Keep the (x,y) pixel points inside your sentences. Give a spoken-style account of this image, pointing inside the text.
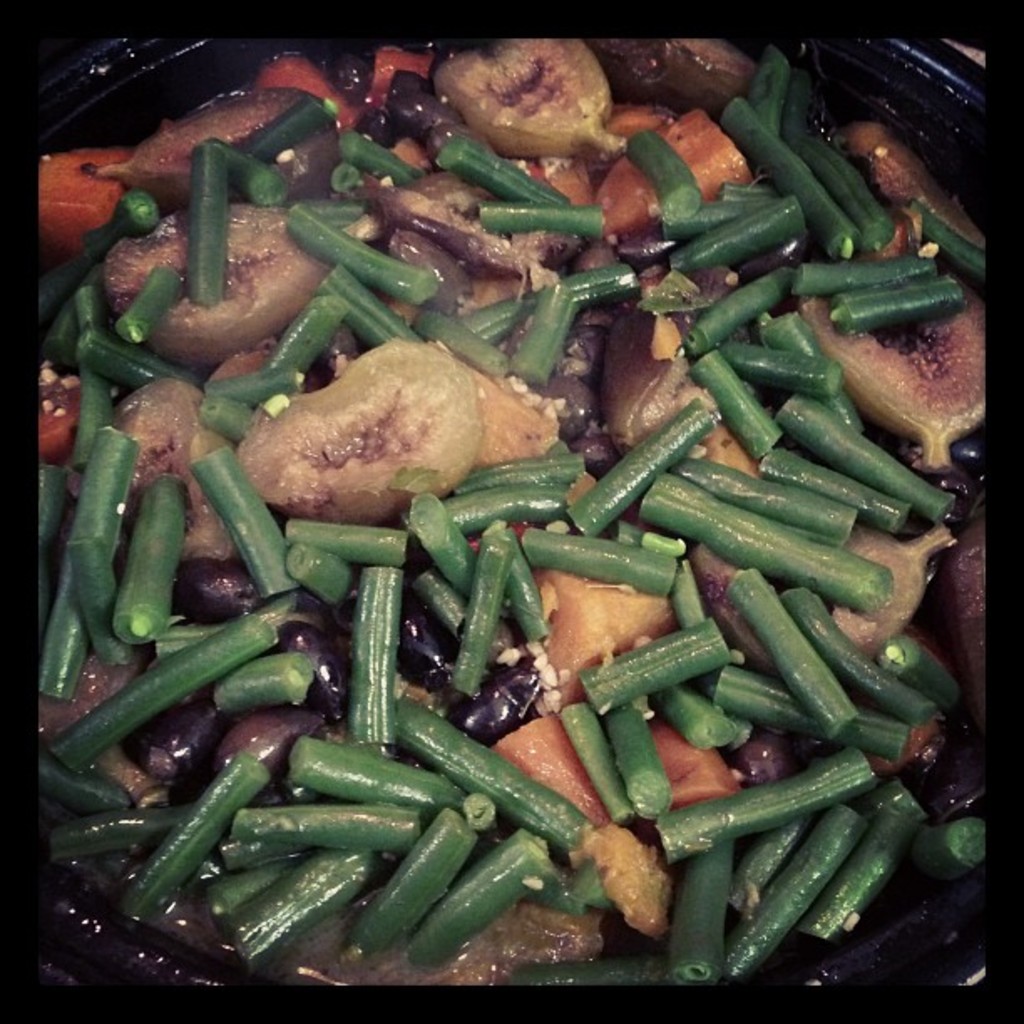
In this picture there is a bowl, on that bowl (259,45), we can see some vegetables (932,832).
